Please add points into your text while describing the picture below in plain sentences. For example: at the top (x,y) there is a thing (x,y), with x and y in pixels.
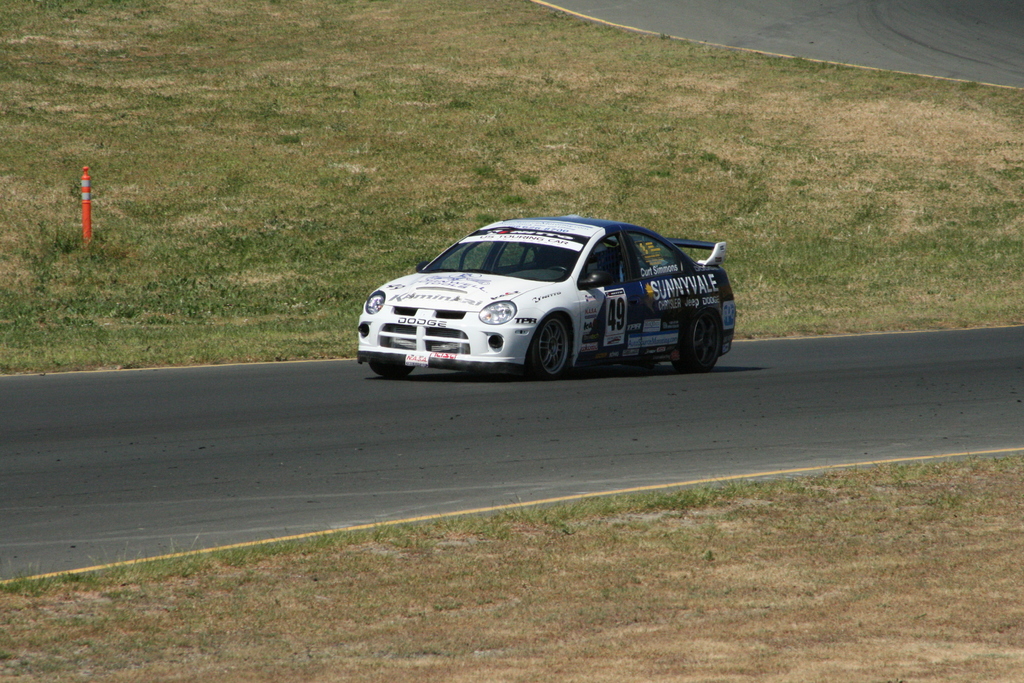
This image consists of a car (492,345) in white and blue color. At the bottom (149,613), there is a road (161,487) and green grass (325,227).
